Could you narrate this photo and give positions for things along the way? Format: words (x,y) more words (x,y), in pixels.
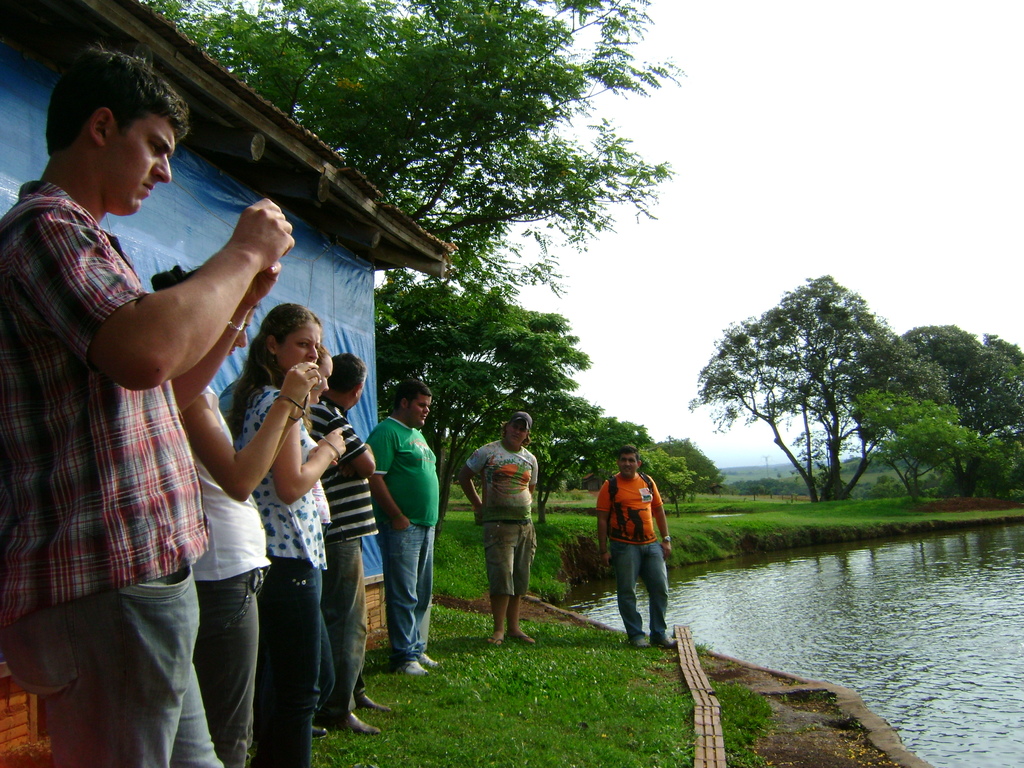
This is an outside view. On the left side (196,446) there are few people (268,487) standing facing towards the right side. On the ground (547,692), I can see the grass (545,714). On the right side (885,628) there is a pond (844,598). In the background (651,437) there are many trees (538,397). At the back of these people (72,475) there is a house (235,147). At the top of the image (833,126) I can see the sky (837,134).
